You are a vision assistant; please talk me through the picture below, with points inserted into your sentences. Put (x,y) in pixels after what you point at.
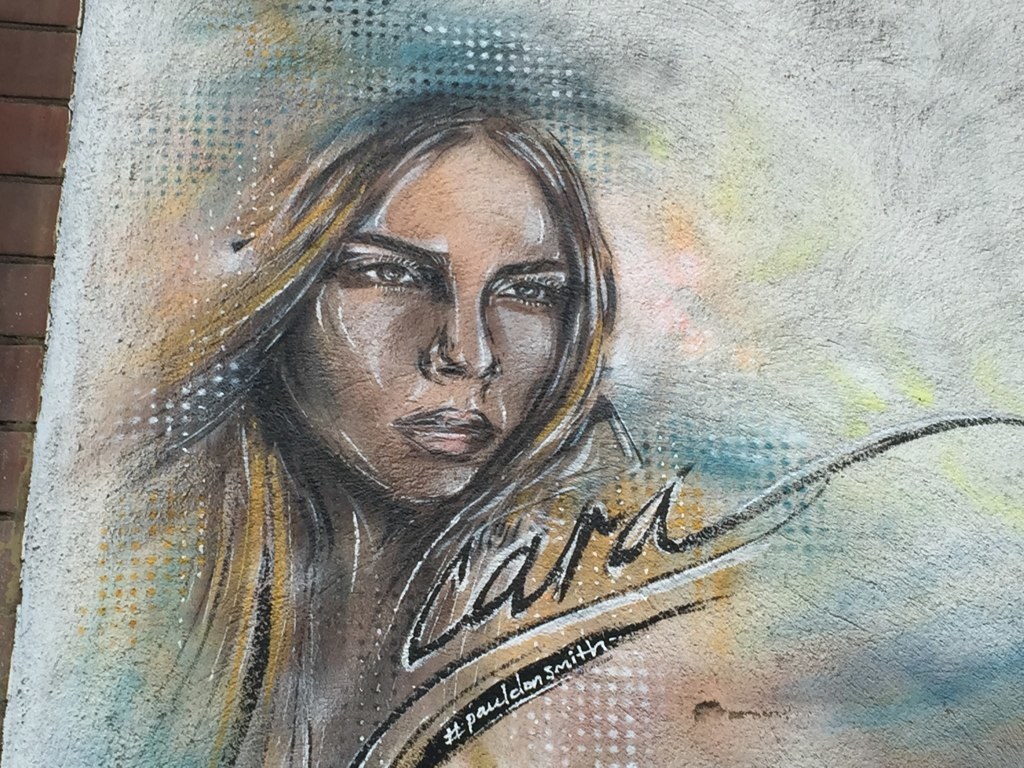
In this image there is a painting (414,365) of a woman (393,366) with some text (502,559) on it, behind the painting (339,223) there is a wall (40,243).
